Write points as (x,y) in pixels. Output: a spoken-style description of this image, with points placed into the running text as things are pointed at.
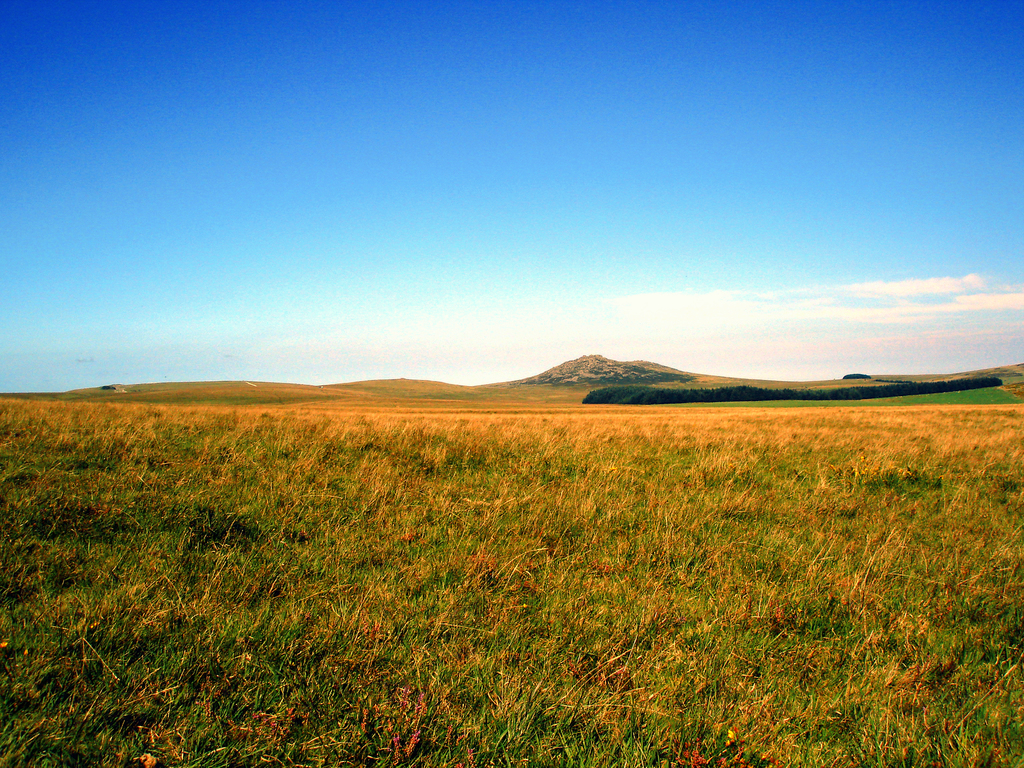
In this image we can see grass (605,420), trees (781,394), hills (621,365) and sky (635,249) with clouds (798,290).
